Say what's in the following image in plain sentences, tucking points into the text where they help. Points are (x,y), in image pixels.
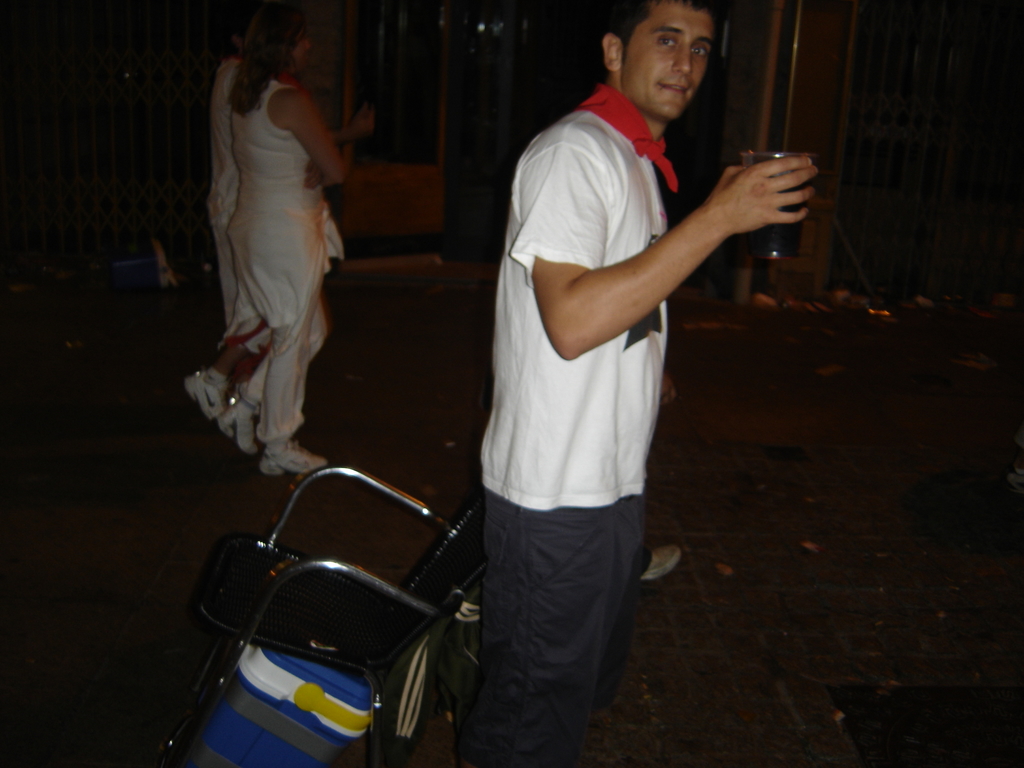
At the center of the image (572,414) there is a boy (574,302) holding a glass (805,181) in his hand (745,184), beside him there is a chair (429,617). Back of him there are another two persons (250,283) walking on the road (719,354). In the background (134,45) there is a building (372,58).
